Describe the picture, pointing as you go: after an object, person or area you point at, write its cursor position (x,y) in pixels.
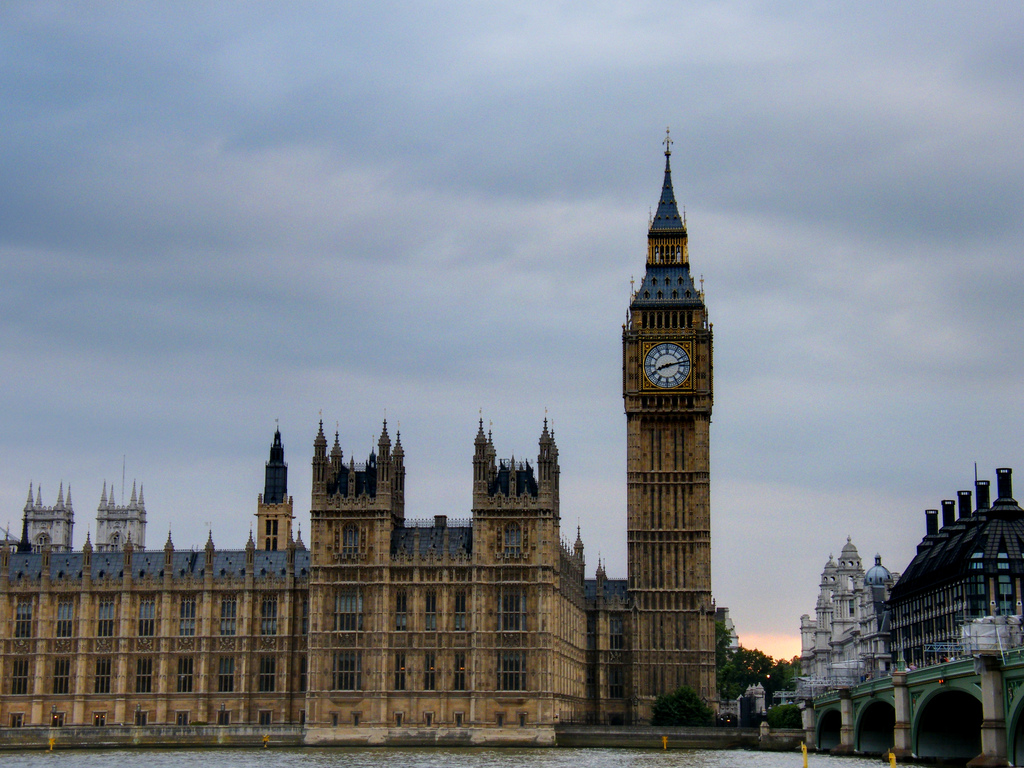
In this image at the bottom (475,763) there is water (489,766), in the middle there are buildings (826,675) and trees (742,675), at the top (489,222) there is the sky (500,219), there is a clock tower (661,398) in this image.
